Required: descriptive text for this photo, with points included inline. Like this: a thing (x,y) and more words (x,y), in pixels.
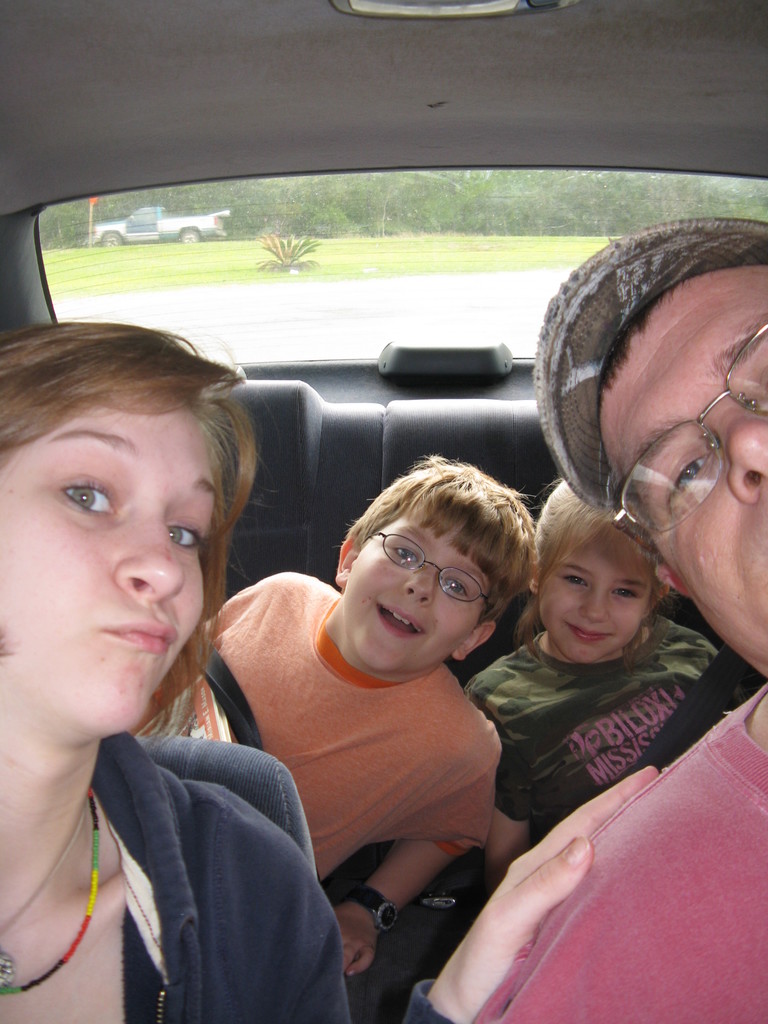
In this image i can see a woman (134,639), a man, two children (468,726) in a car (335,518), at the background (367,220) i can see a tree (378,216), a road (373,281).
